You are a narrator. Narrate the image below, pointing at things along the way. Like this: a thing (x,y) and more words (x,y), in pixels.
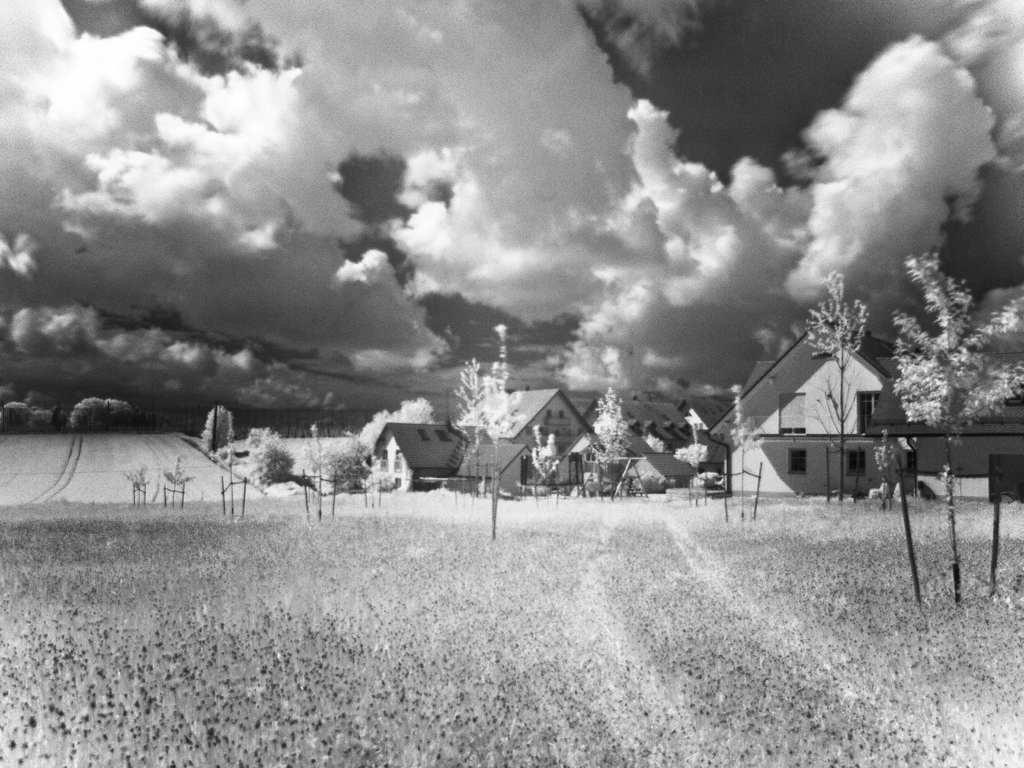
This is a black and white image. At the bottom of the image (285,654) there is grass (499,605). In the background (830,416) there are houses (875,433) with walls (821,429), windows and roofs (877,427) and also there are trees (944,369). At the top of the image (670,216) there is a sky (419,236) with clouds (194,360).
